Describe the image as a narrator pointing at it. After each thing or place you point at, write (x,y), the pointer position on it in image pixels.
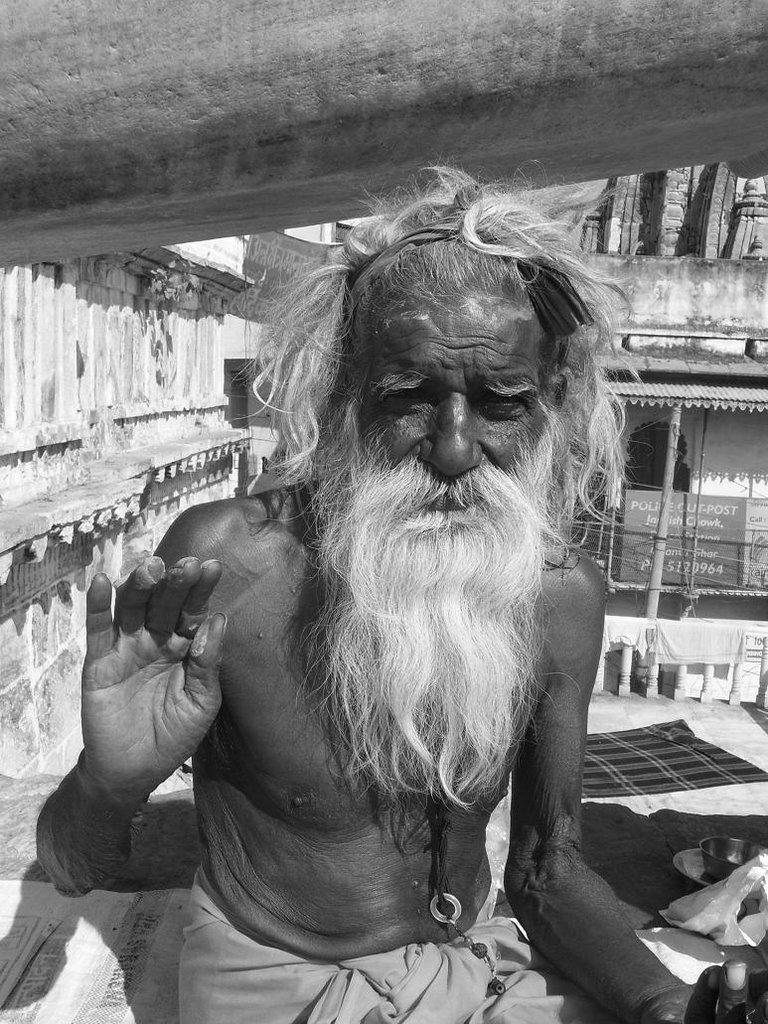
In this picture there is a man (364,507) who is wearing locket (444,865) and trouser (364,1011). On the background (641,275) we can see a monument (676,306). Besides him we can see plastic cover (742,881) and mat (673,744). On the right (766,548) there is a banner (696,521).
